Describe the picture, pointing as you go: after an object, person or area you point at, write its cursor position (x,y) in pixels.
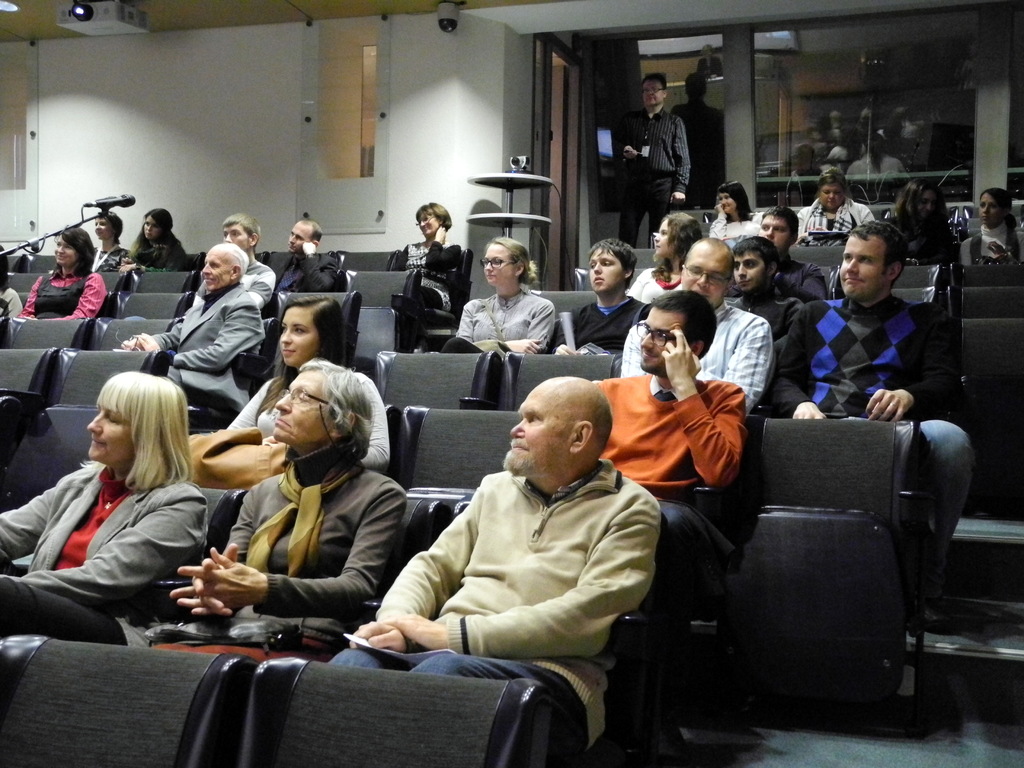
In this picture we can see a group of people (544,482) and they are sitting on chairs (634,645) and one person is standing and in the background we can see a mic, wall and some objects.
